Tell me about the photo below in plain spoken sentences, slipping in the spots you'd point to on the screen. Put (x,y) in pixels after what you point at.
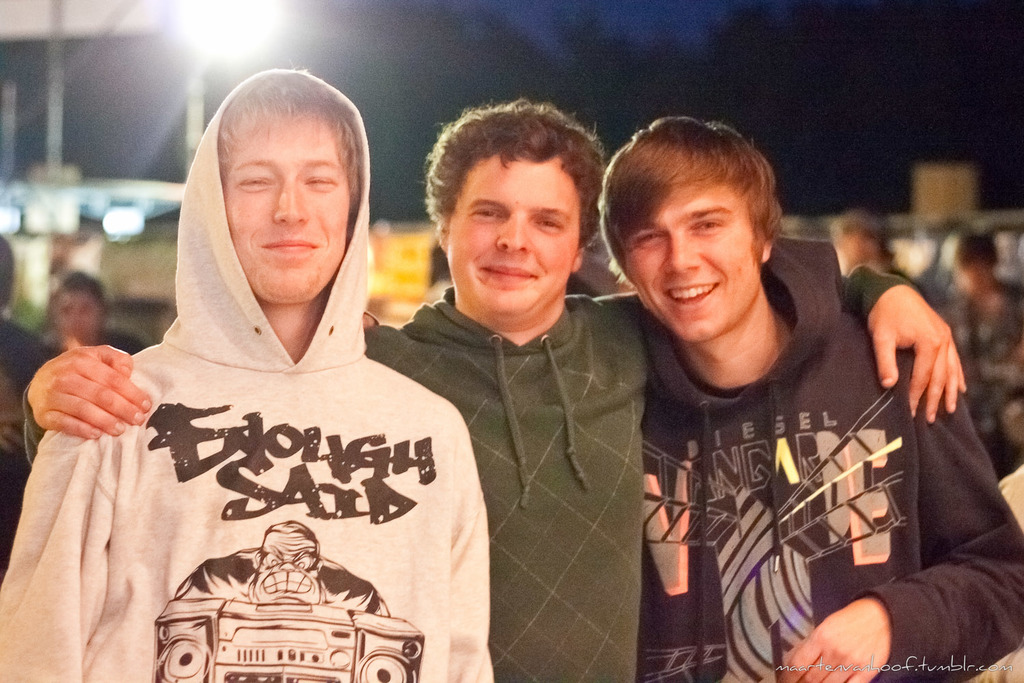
In this image, we can see three people (551,378) are seeing and smiling. They are wearing hoodies (475,409). Background (1008,295) there is a blur view. Here we can see few people (6,335) and light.
